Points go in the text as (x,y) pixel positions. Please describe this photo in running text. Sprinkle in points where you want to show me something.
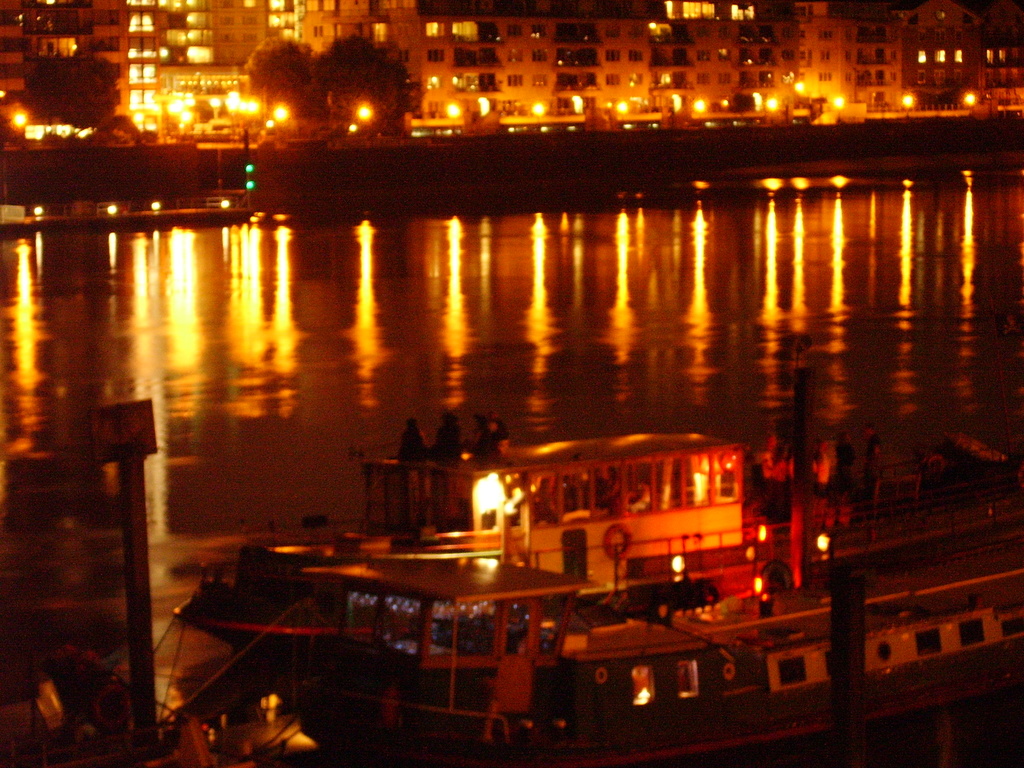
This is an image clicked in the dark. At the bottom of the image (469,601) I can see a ship (420,541) on the water (288,393). In the background (420,69) there are some buildings (440,72), trees (310,68) and lights (285,109).
